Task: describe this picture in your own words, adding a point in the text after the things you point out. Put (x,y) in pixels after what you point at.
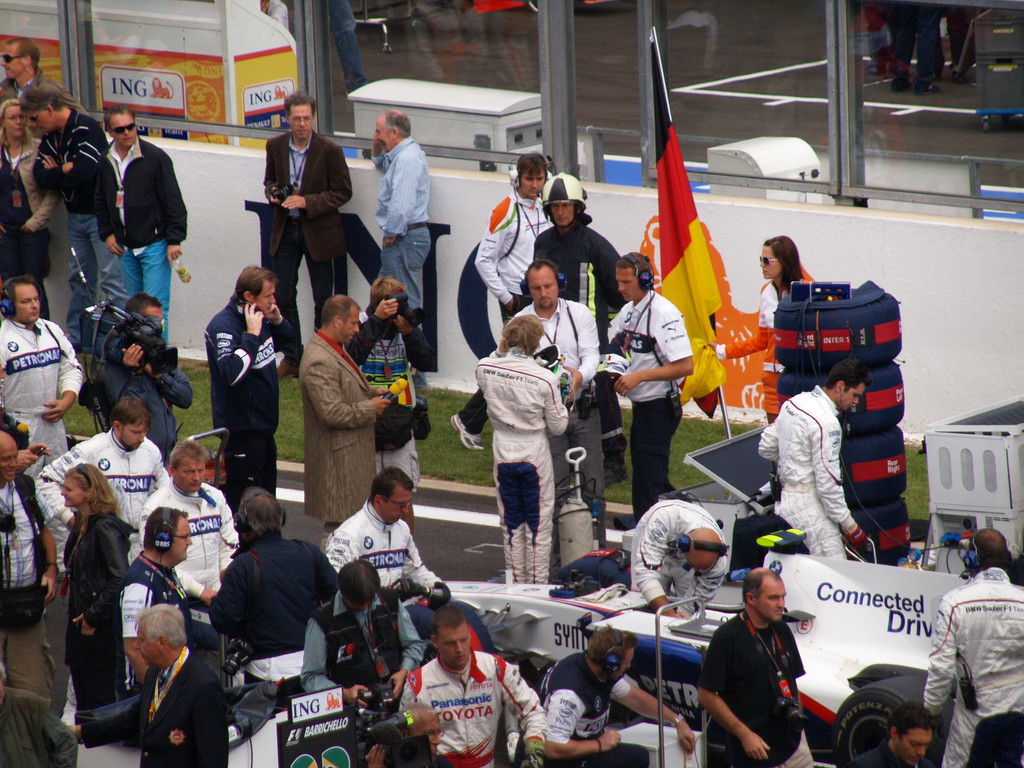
Many people (151,760) are present. There is a white vehicle (816,578) at the right (802,584). There is grass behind the people (645,468). A person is holding a flag (687,305). Few people (773,305) are wearing goggles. There are glass barriers (921,104) at the back (586,177) through which we can see few people (921,86) and objects (131,71).
